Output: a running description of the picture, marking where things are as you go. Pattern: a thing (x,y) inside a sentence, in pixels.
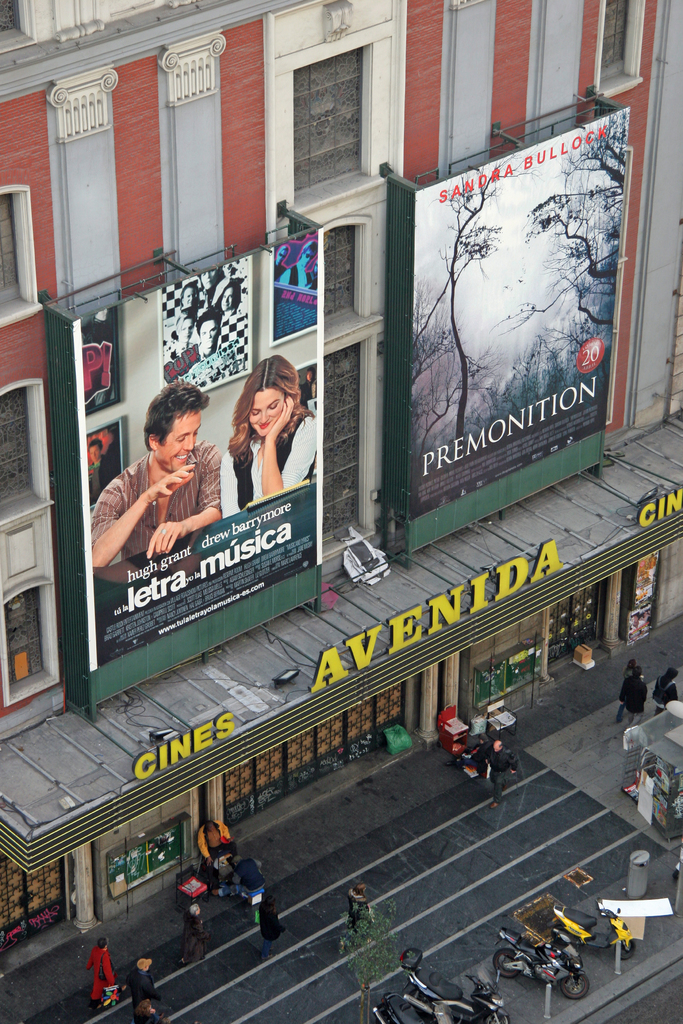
In this image there is a building (262,121) in the middle (366,469). To the building (274,114) there are two hoardings (308,422). At the bottom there are few people (272,934) walking on the road (478,835) while the other people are sitting on the floor (266,811). On the right side (507,970) bottom there are few motorbike (556,952) which are parked on the pavement (606,985).
